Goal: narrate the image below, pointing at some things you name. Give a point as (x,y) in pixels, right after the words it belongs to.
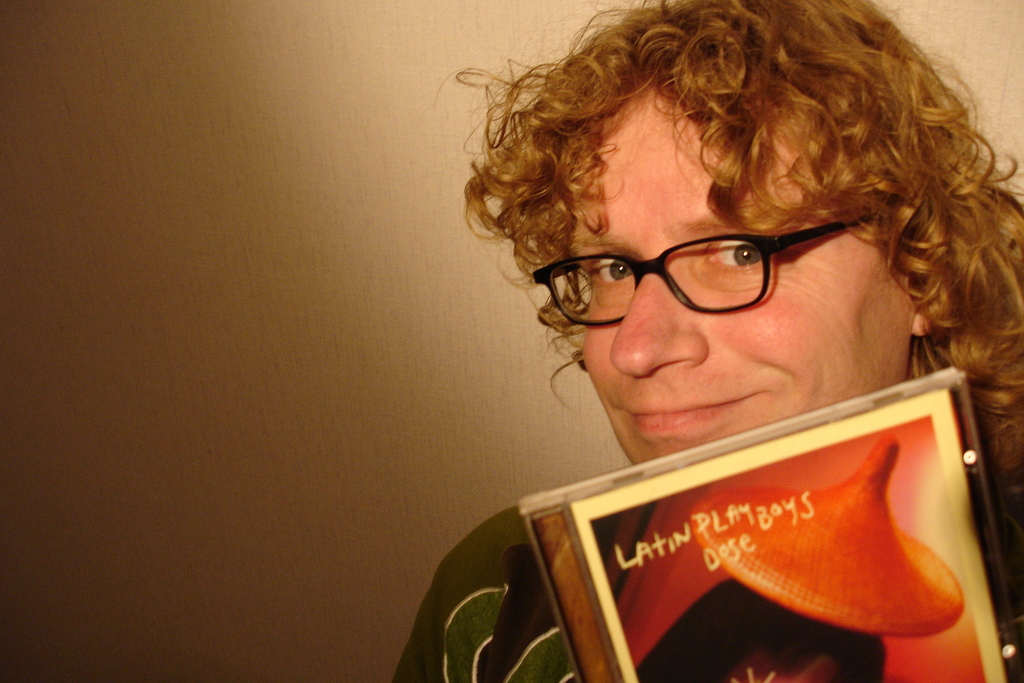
In this image I can see the person (481,526) with the dress (425,600) and specs (693,290). I can see the person (642,304) holding an object (683,533). I can see the cream color background (242,308).
